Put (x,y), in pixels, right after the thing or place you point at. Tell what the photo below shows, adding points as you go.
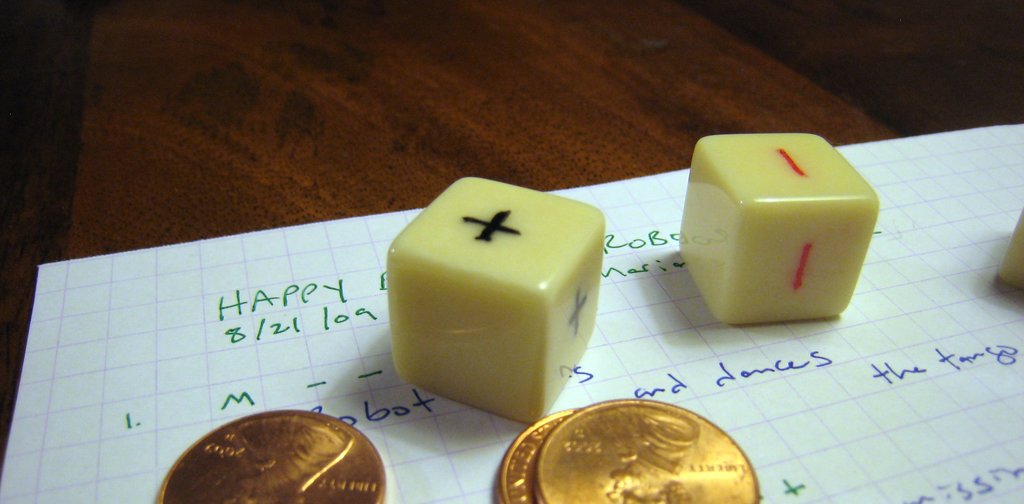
In this image, we can see a white color paper (339,238), there are some golden color coins (505,464).
